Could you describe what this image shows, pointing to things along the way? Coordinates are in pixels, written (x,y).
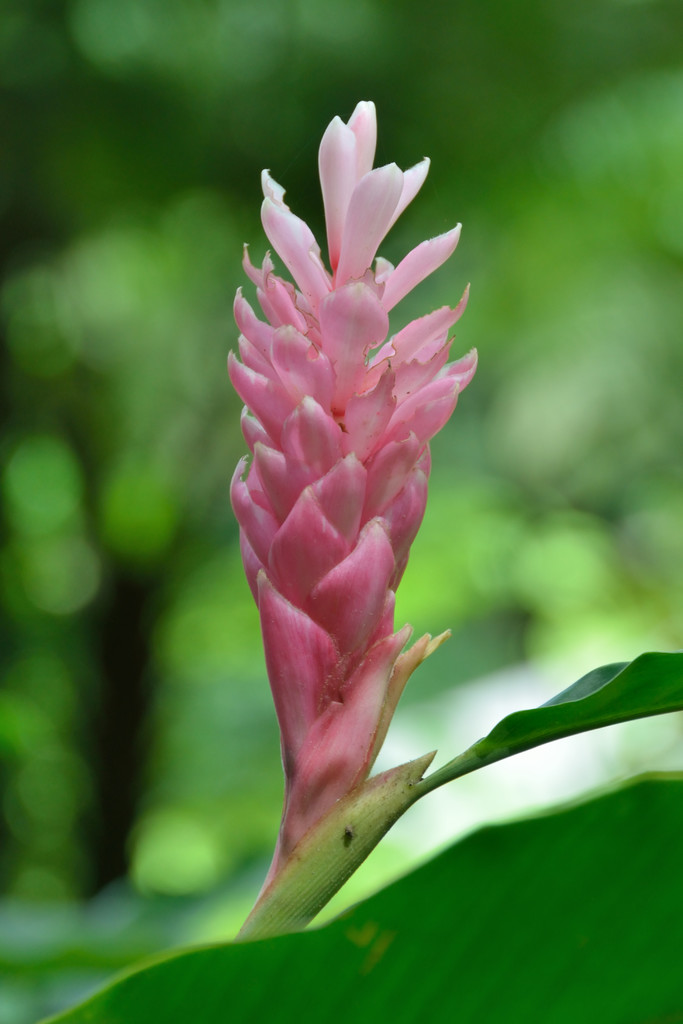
In this image we can see a flowers (377,648), plants (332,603), also the background (115,714) is blurred.
